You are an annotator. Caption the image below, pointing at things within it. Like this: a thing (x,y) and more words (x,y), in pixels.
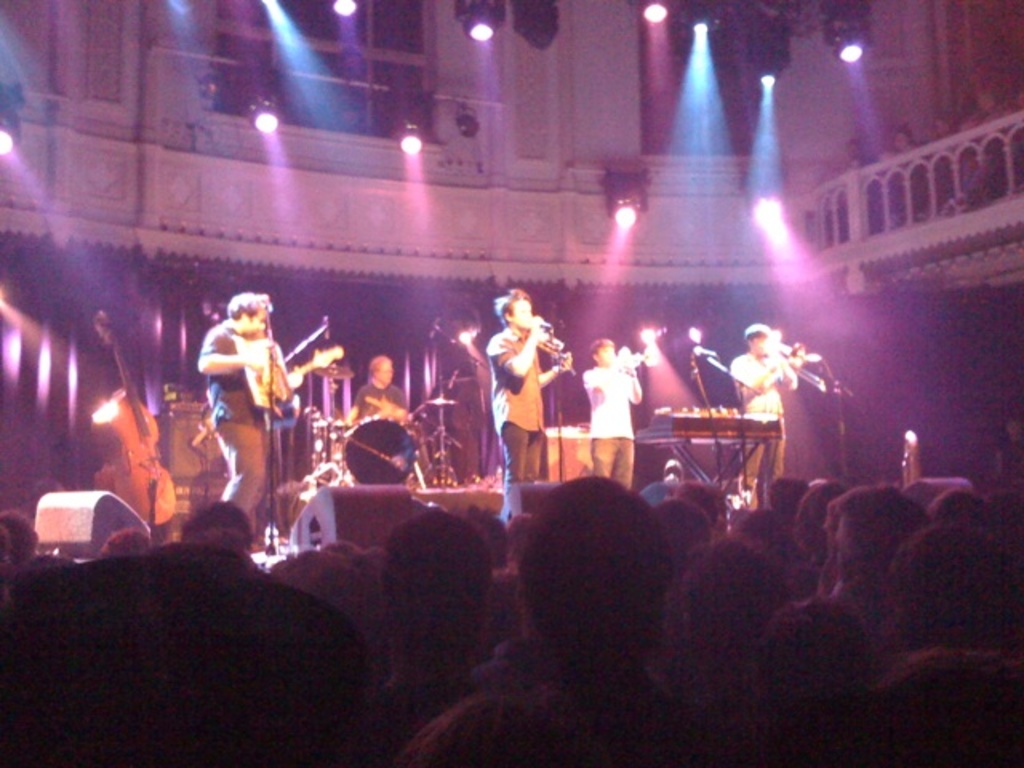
At the bottom of the image (699,566) there are many people (522,583). In front of them there is a stage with few people (529,400) are playing musical instruments (791,366) and a man (533,422) is holding a trumpet (560,352) in his hand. On the stage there are few speakers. In the background (202,99) there is a wall (170,139) with pillars (135,116), windows (430,78) and railing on the right side (854,217).
